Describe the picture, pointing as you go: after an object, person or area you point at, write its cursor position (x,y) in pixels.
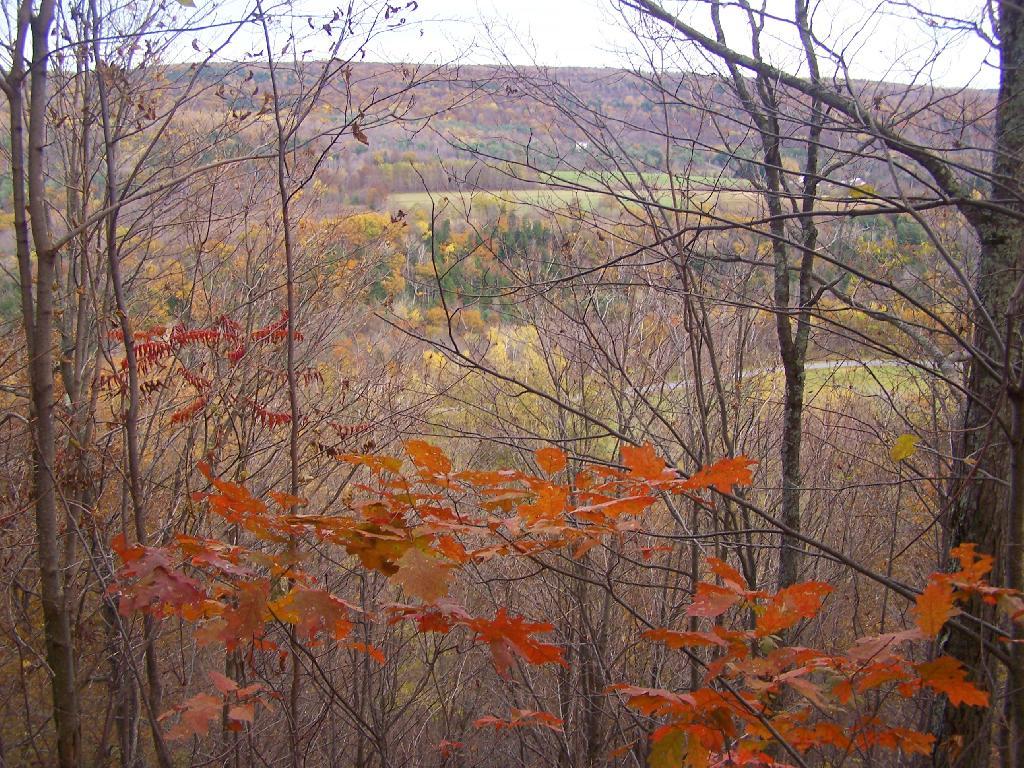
In the image there are few plants (476,483) in the foreground (568,498) and in the background (422,346) there are many trees (547,313) and a mountain (365,100).
